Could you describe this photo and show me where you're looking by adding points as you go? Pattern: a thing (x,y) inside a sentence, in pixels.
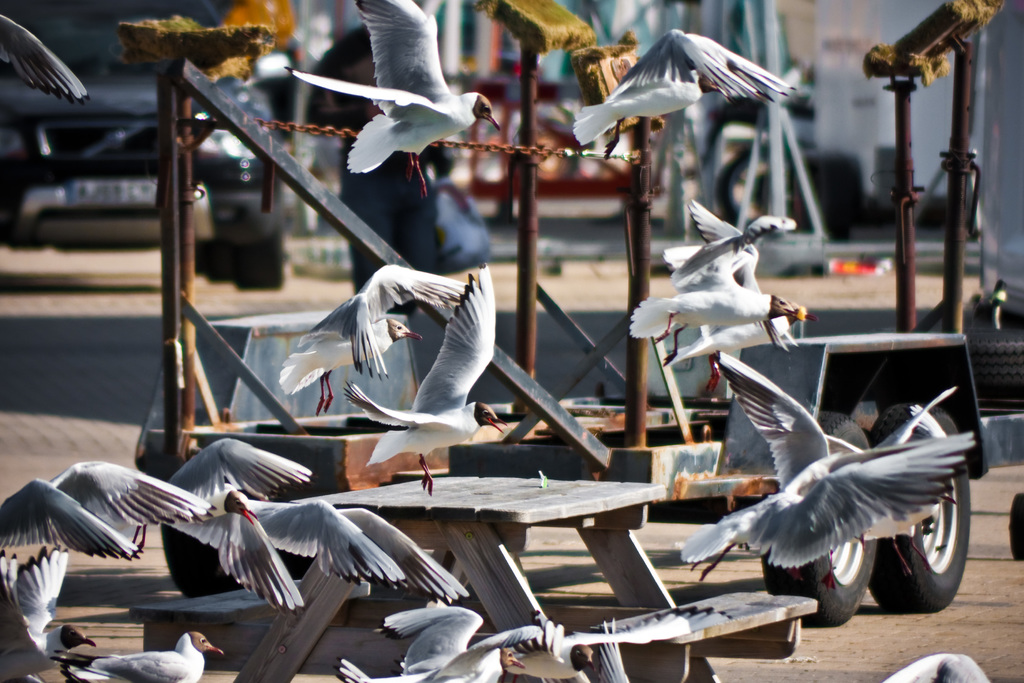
In this image I can see a beautiful birds (112,494) are flying and there is a vehicle (348,445) with rust iron (649,425). On the left side (124,166) there is a car (137,170) in black color.
